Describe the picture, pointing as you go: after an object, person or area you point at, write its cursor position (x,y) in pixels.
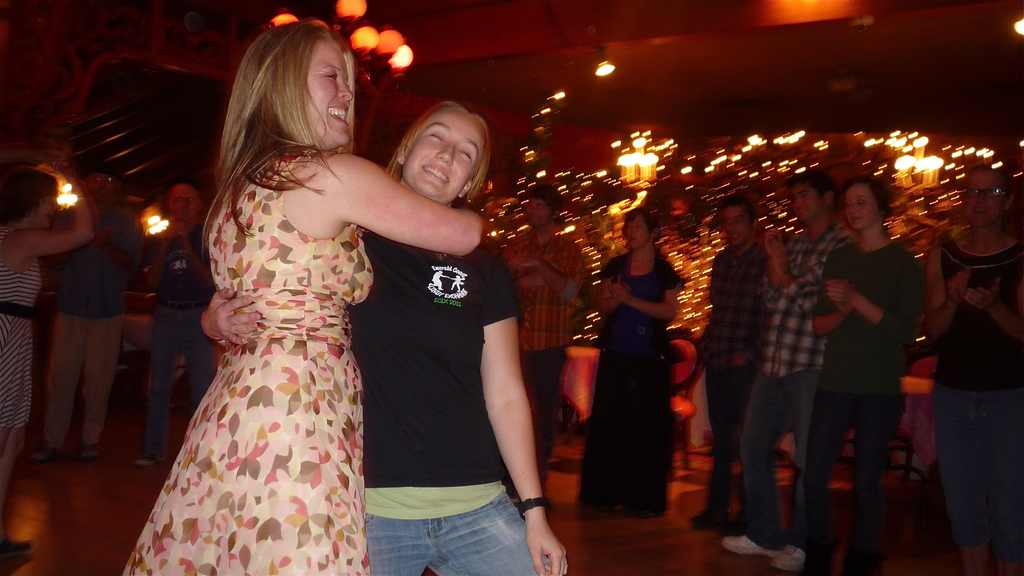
In this picture I can see few people (421,357) are standing and couple of them (366,303) holding each other and I can see few lights (537,121) on the ceiling (632,80) and I can see few chairs (689,408) and tables (928,408).
